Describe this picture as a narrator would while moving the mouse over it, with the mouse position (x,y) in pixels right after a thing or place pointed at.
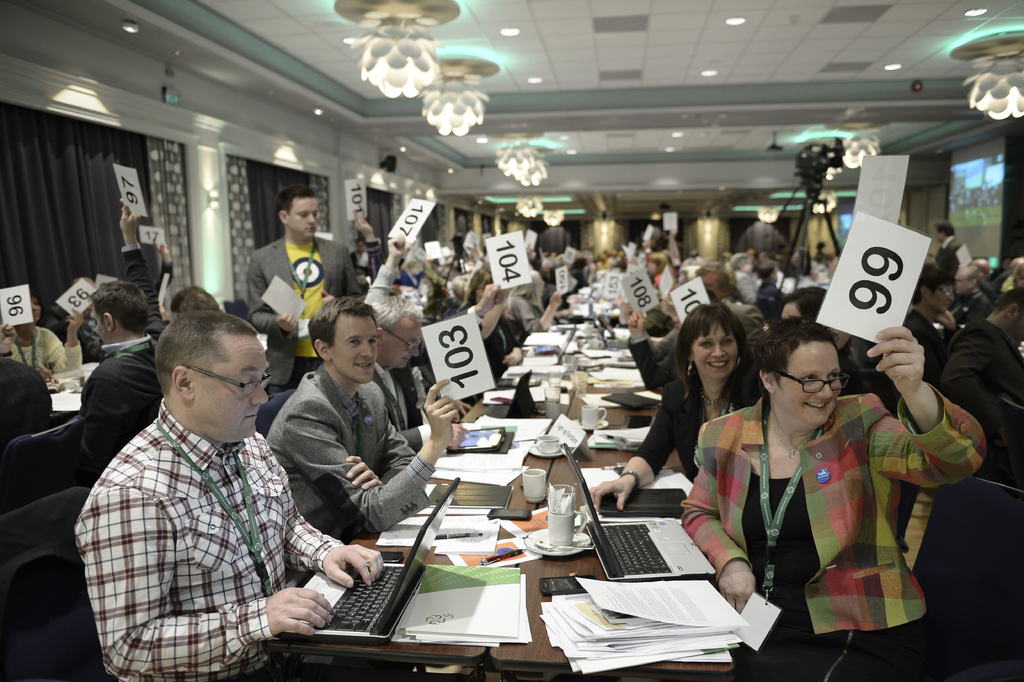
In this image I can see people (104,372) where few of them are standing and rest all are sitting on chairs (59,616), I can also see smile on few faces (806,423). I can see many of them are holding papers (428,245). Here on this table (571,469) I can see a few cups (564,526), glasses (556,400), laptops (599,553) and number of papers (576,636).
